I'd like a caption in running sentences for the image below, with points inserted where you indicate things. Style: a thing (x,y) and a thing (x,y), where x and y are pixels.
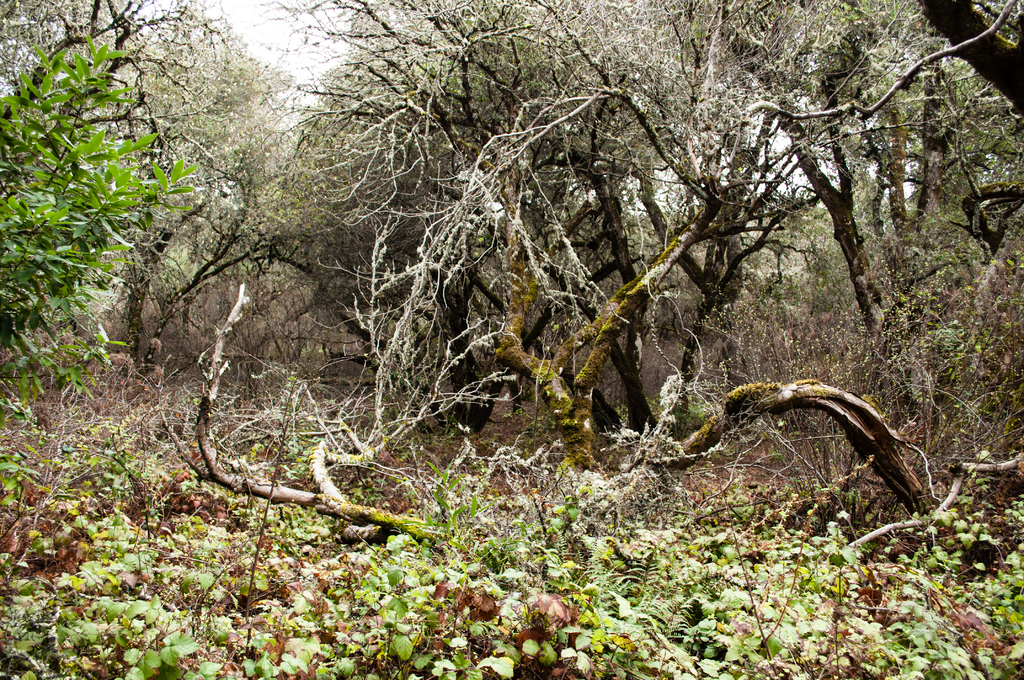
At the bottom of the image (389,552) there are plants (345,558). In the background of the image (489,259) there are trees (489,259).
